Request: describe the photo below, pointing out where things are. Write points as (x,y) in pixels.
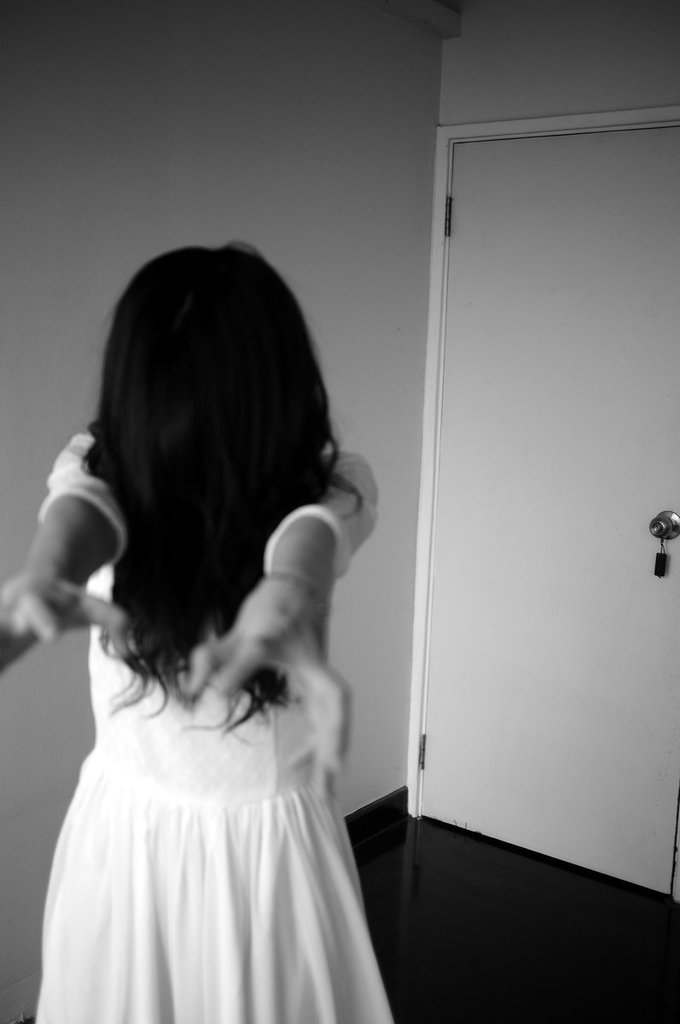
In this image I can see a woman (184,467) wearing a white color dress (209,774) and I can see the wall (38,165) and the door (531,339).
